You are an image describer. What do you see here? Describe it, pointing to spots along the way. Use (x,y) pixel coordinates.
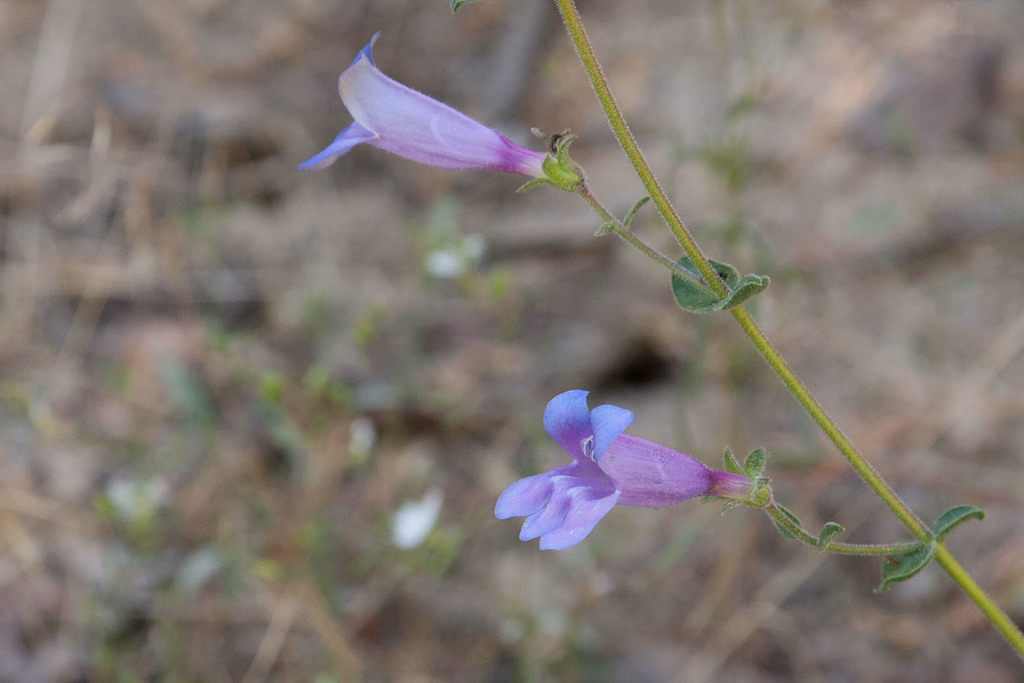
In the image in the center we can see two flowers (562,472), which are in pink and violet color.
